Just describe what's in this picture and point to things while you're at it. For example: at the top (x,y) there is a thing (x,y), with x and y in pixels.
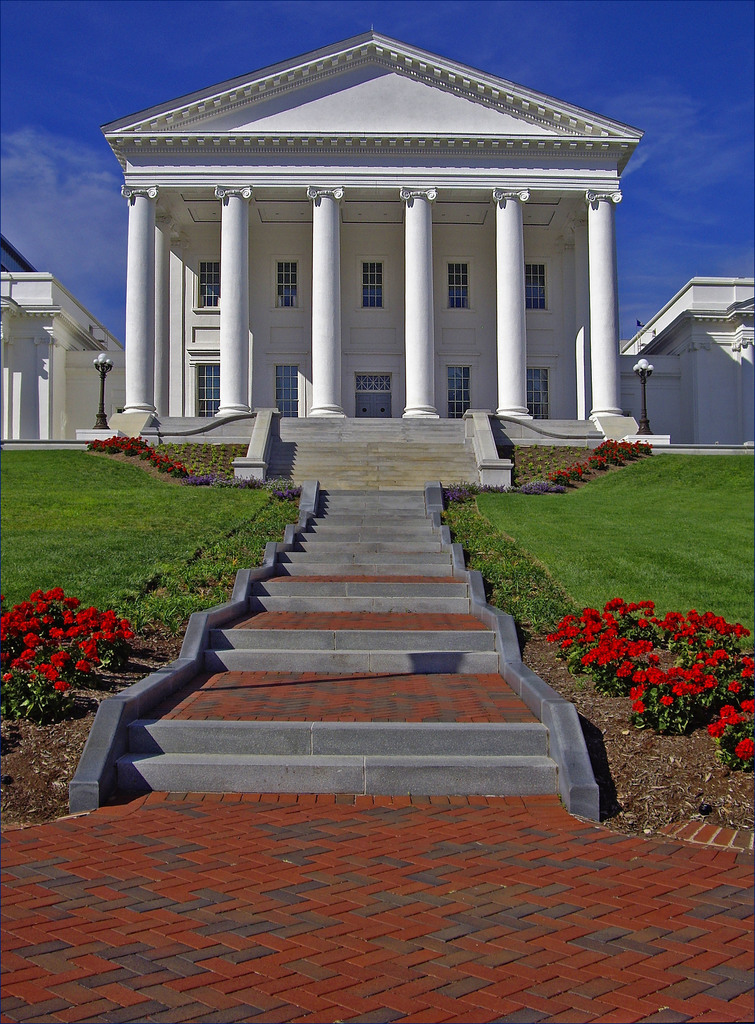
This is a building (388,335) with the windows (363,286), these are plants (695,626), these are stairs (433,628).
